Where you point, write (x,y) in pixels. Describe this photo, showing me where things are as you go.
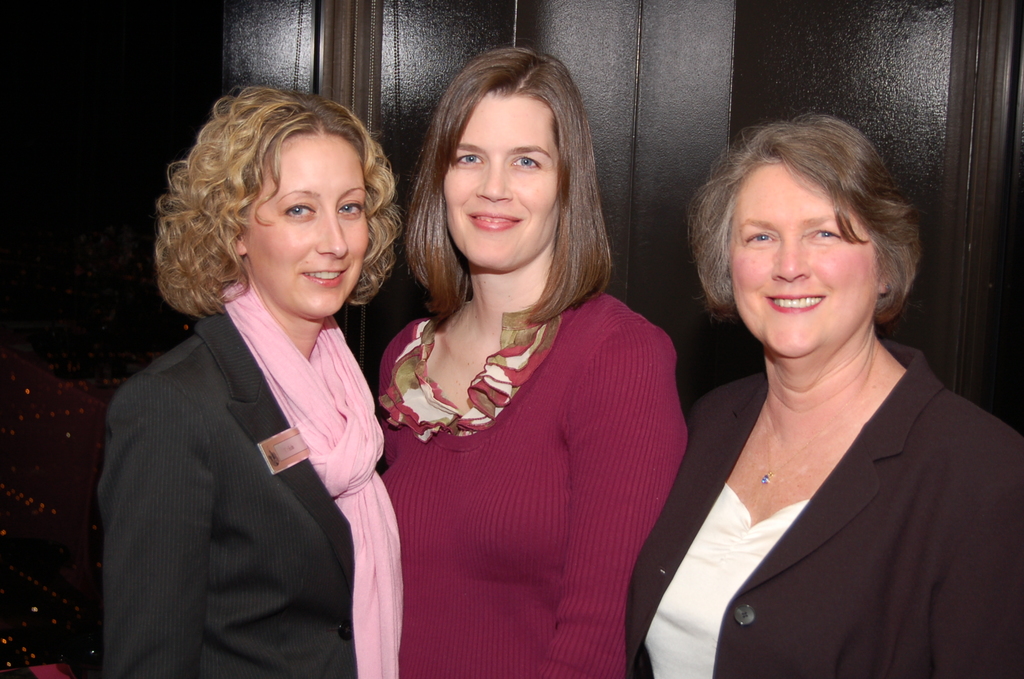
In this image we can see three women (537,377) with smiling faces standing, one name-badge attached to the woman suit (242,477) on the left side of the image (231,467), one black object (946,73) in the background (373,28), some objects (90,361) on the left side of the image (53,432) and the background (146,79) is dark.
